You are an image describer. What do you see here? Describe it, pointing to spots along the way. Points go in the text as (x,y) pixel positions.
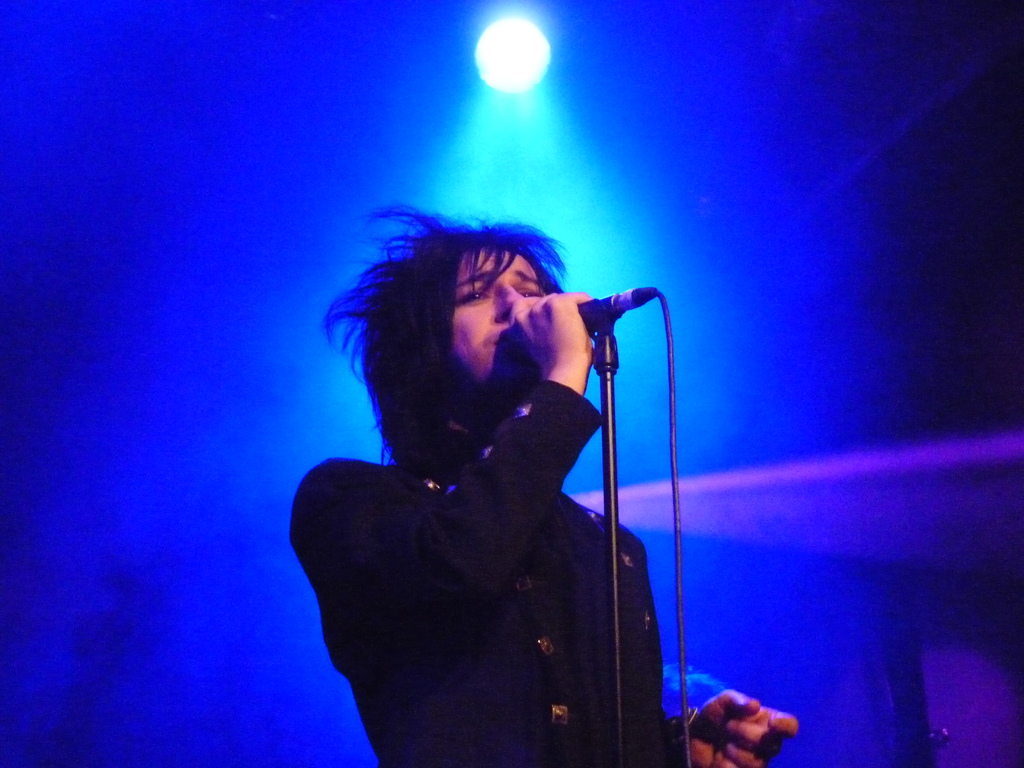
There is a person (440,498) standing and holding microphone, background (215,581) we can see blue color and focusing light (532,78).
